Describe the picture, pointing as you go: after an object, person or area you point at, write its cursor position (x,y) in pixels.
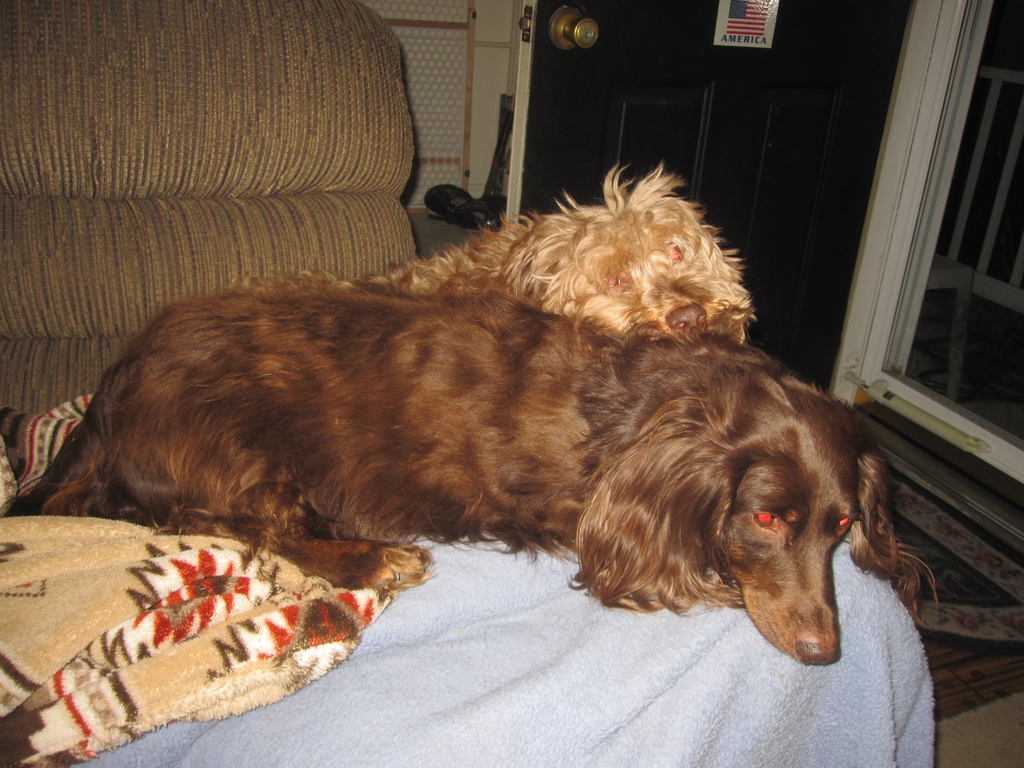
In the center of the image (586,483) there are two dogs (386,433) on the couch (295,218). In the background of the image (827,173) there is a door (847,179).
